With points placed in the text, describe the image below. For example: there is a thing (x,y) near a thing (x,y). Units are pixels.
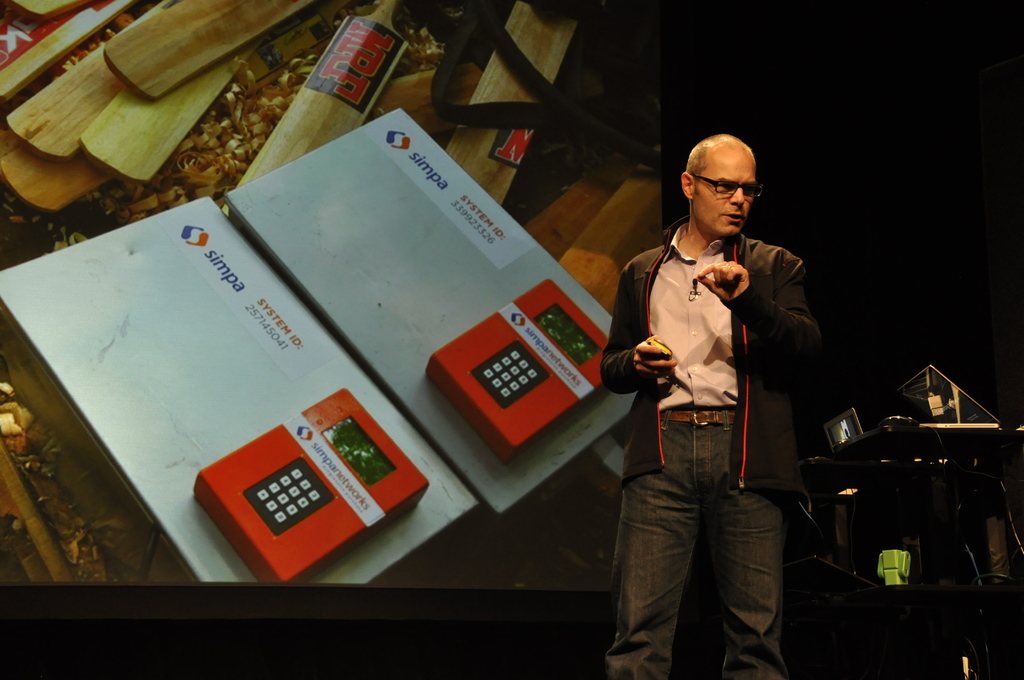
In this image we can see a person (714,414) standing and holding an object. There is a projector screen (442,375) in the image. On projector screen (346,223) we can see few bats (459,140) and some other objects (416,285). There is an object (986,477) at the right side of the image (930,468).
